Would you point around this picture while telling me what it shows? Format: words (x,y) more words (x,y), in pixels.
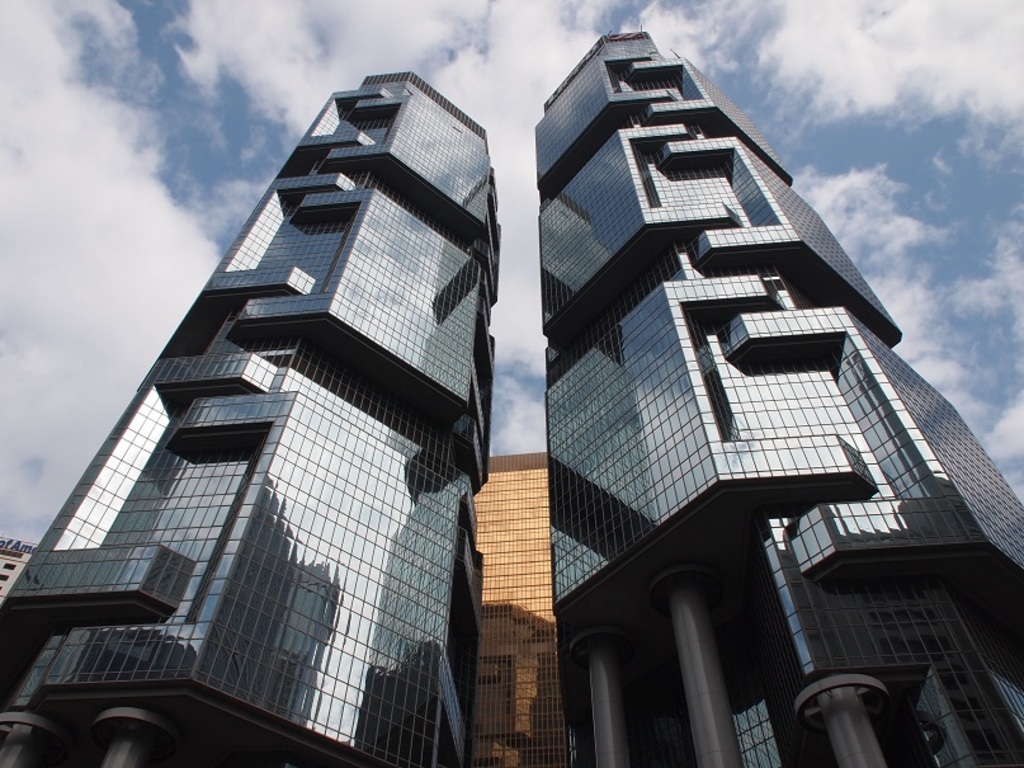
In this image we can see buildings (426,589). In the background (290,78) there is sky (675,26) with clouds (943,161).
